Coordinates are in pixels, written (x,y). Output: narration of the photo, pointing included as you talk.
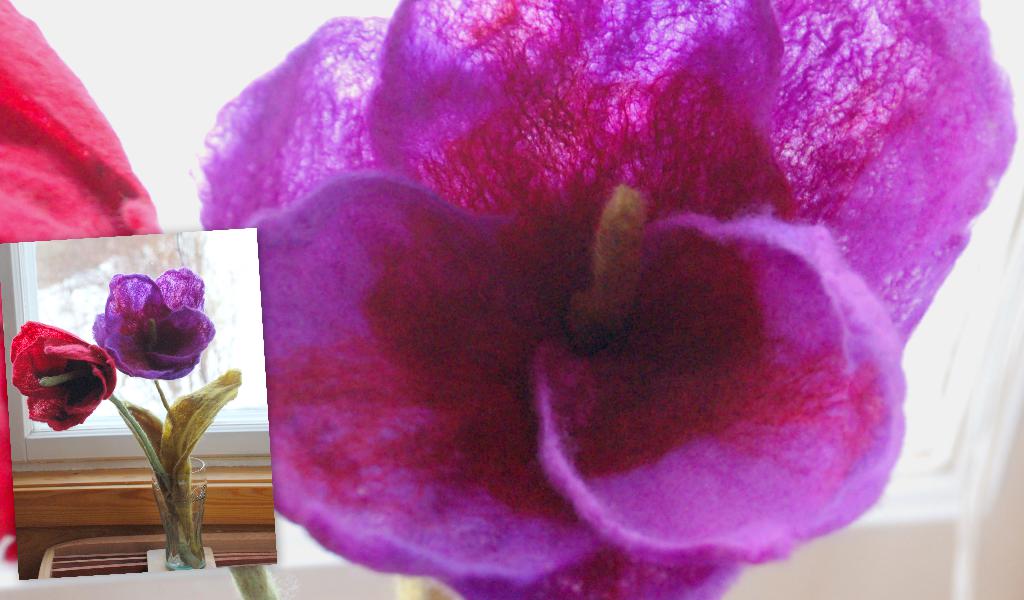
Collage picture. In these pictures we can see flowers (131,346). These flowers (113,332) are in a glass (167,489). This is glass window (207,273).
